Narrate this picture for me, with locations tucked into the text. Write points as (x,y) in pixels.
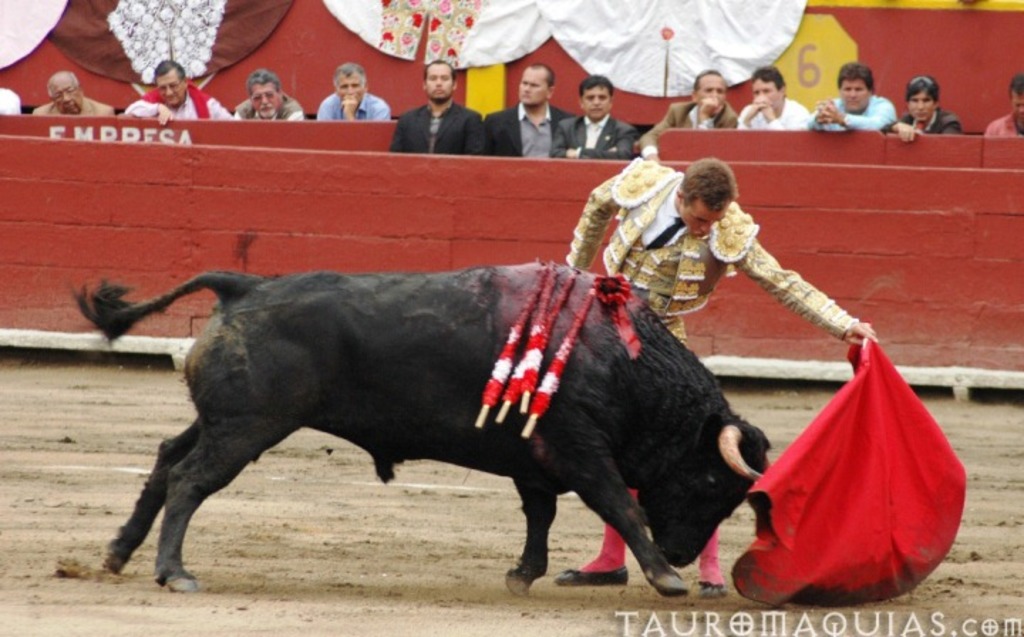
This picture describes about group of people (513,152), on the middle of the image (450,319) we can see a bull (403,348) and a man (650,274), he is holding a cloth (870,496).
